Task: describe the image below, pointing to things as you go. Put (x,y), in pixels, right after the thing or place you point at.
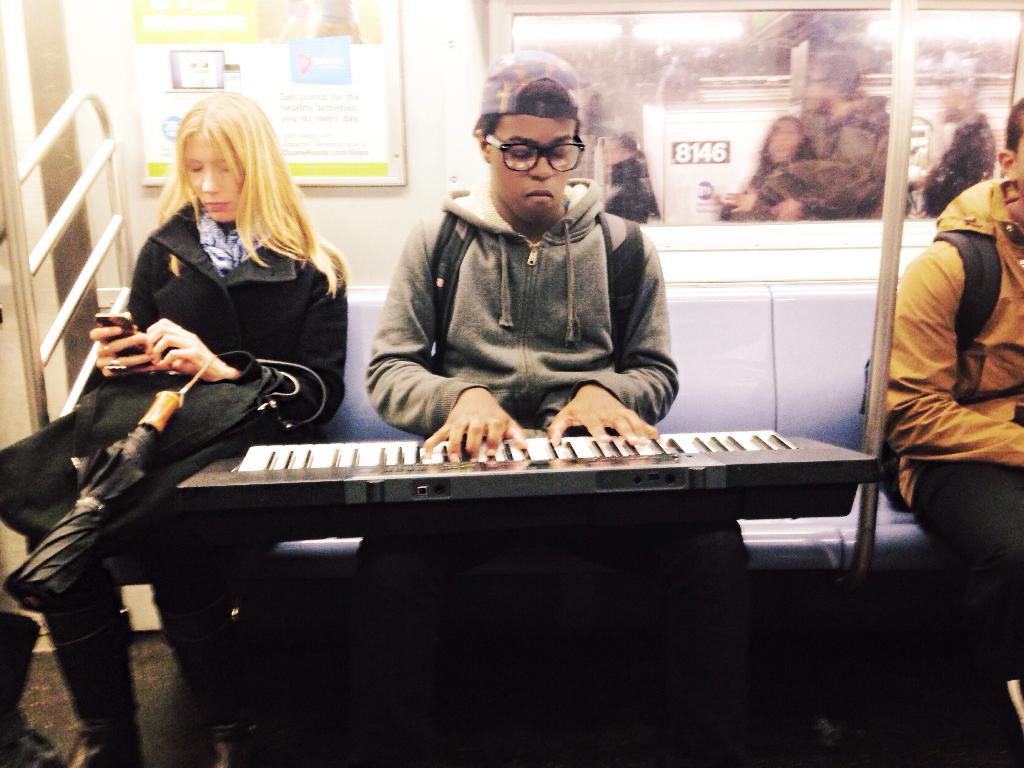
This man (539,131) is playing piano keyboard (367,487). This woman (204,163) is holding a umbrella (132,433) and mobile (103,320). A picture inside of a train (849,363). From this window (884,179) we can able to see persons (811,172).
